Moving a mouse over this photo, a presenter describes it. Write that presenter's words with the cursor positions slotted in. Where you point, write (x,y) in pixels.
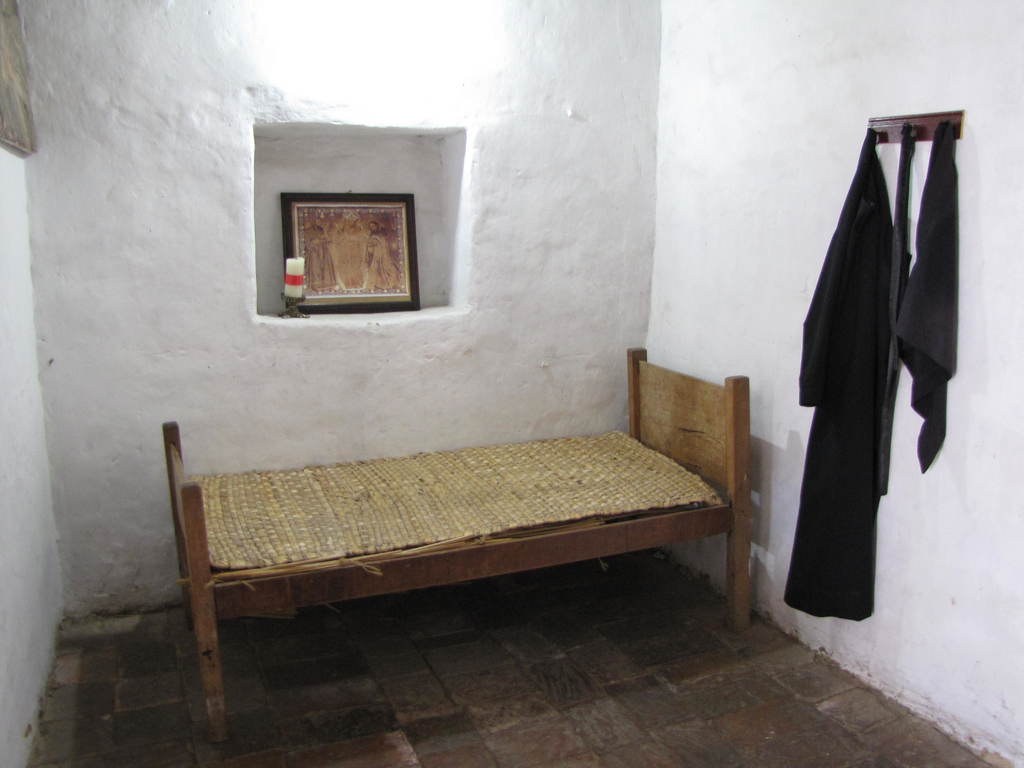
There is a cot (520,562). On that cot (623,532) something cloth (463,504) is there. To the wall (480,168) there is shelf (276,174). In that shelf (266,166) there is photo frame (364,252). To the right side (938,120) we can see a hanger (883,119). And to that hanger (900,122) some clothes (884,243) are there.
